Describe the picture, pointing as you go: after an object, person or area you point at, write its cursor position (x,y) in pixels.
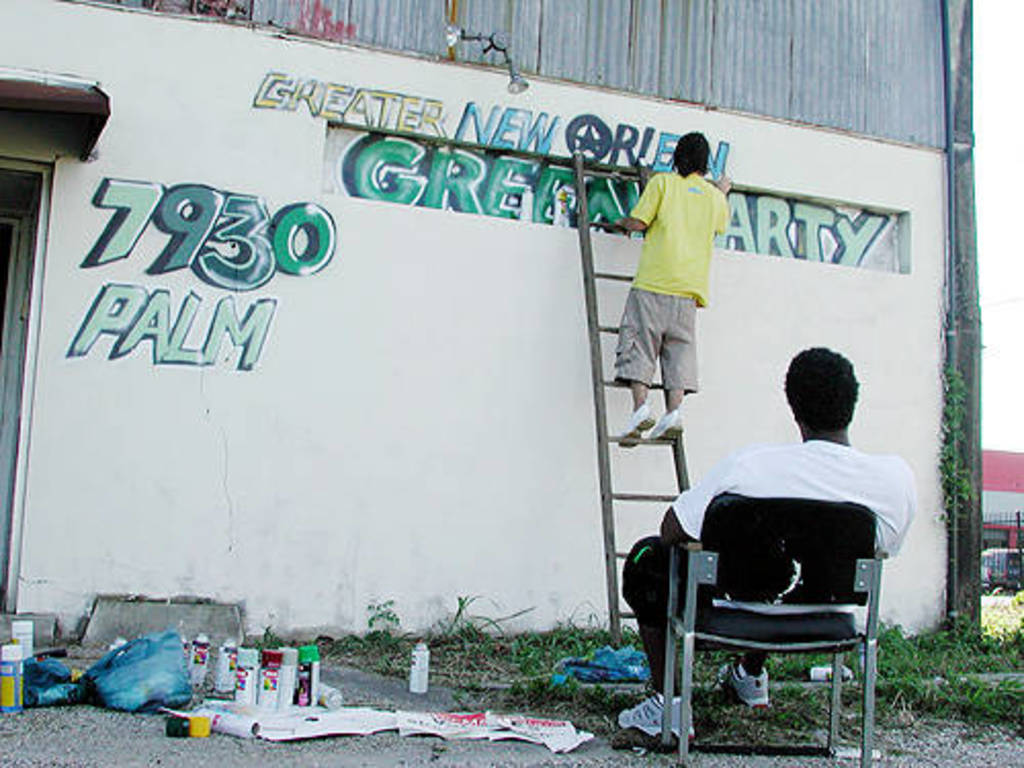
In the foreground (602,497) I can see bottles (307,685), some objects (434,722) on the road (156,738), one person (883,533) is sitting on a chair (806,614) and one person (646,404) is standing on a ladder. In the background (764,328) I can see buildings (703,356), door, fence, grass (961,654), vehicle (1009,573) and the sky (1003,311). This image is taken may be during a day.
